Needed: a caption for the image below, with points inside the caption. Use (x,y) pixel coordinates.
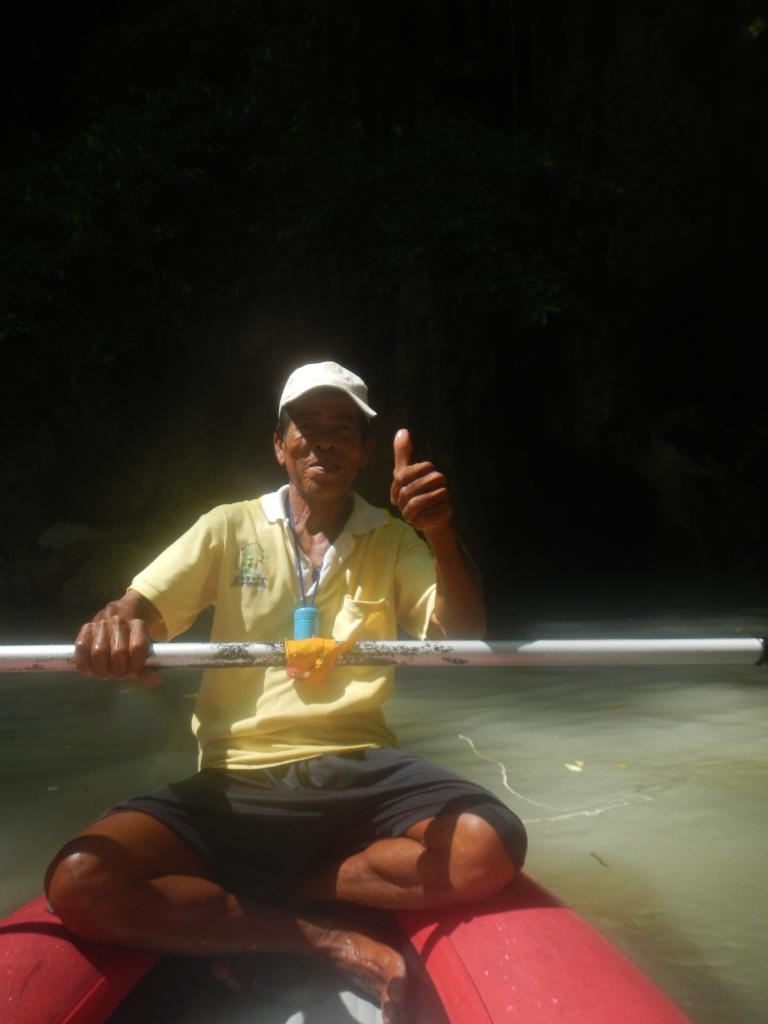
In this image I can see a person (277,694) wearing yellow and black colored dress (298,721) is sitting in a boat (453,951) which is red in color and holding a metal rod (22,648) which is white in color. I can see the water (633,830) and the dark background (33,146).
